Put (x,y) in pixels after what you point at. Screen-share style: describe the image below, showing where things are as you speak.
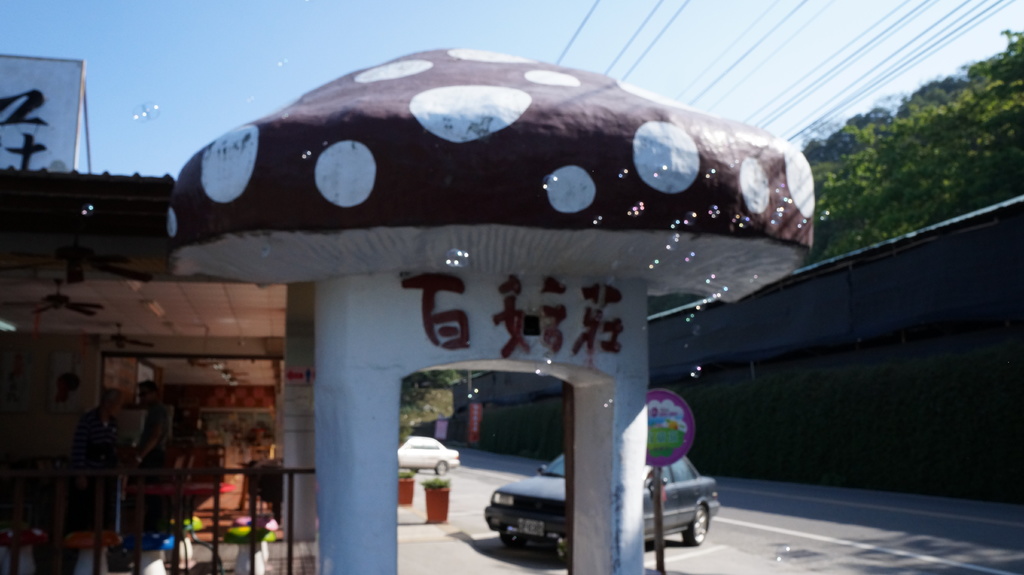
In this picture we can see few houses (259,376), and few cars (434,466) on the road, and also we can see a sign board (658,457), plants (890,237) and cables (796,100).
